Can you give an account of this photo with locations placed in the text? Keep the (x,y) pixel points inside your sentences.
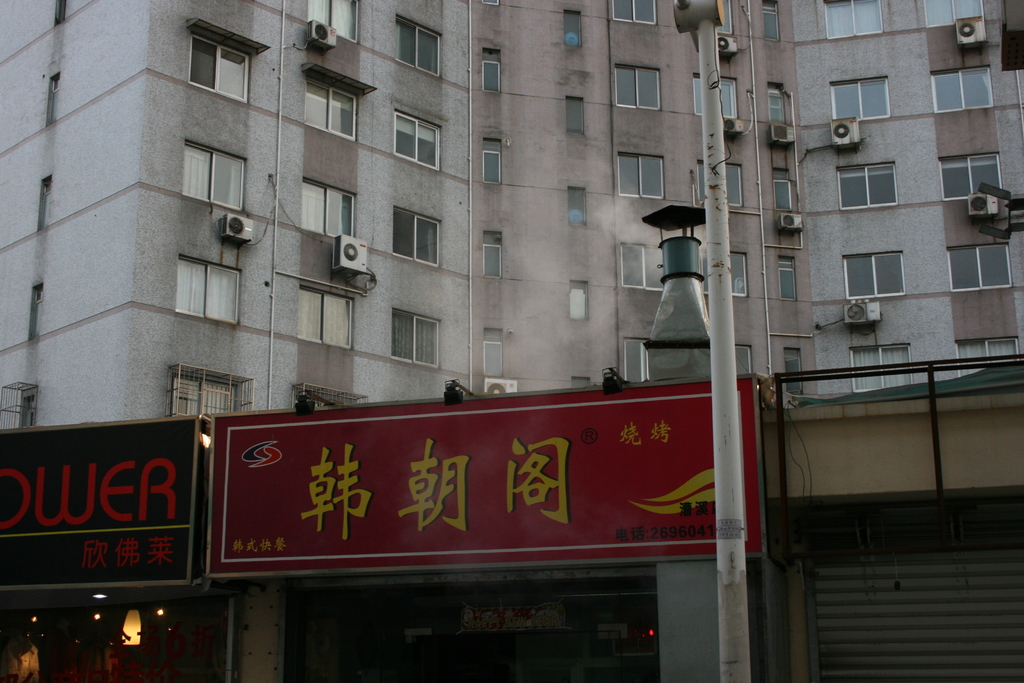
In this picture I can see buildings (610,248) on which I can see windows (426,157) and other objects (469,186) attached to the wall (381,184). In the front of the image (650,414) I can see a pole (708,190) and shops (640,540) which has boards (443,540) and shutter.
